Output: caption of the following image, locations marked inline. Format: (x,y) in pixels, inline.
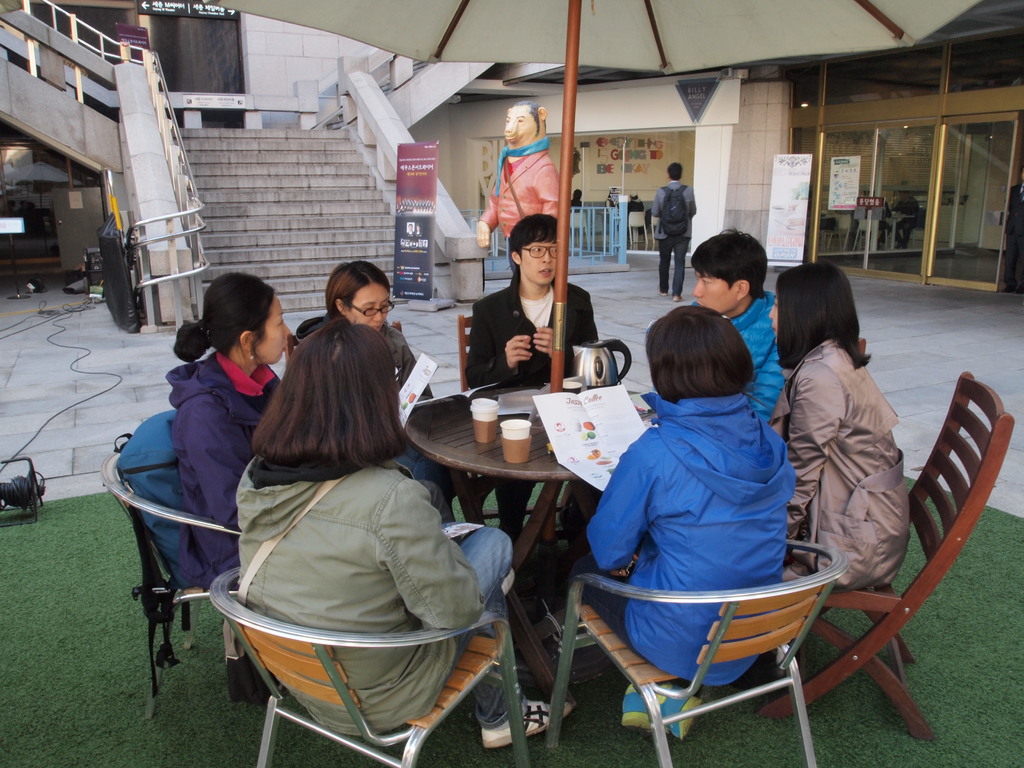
There are few people (622,523) around the table (534,529) sitting on the chair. In the background (676,218) a person (678,246) is wearing bag (679,224) and walking on the floor (622,328).
